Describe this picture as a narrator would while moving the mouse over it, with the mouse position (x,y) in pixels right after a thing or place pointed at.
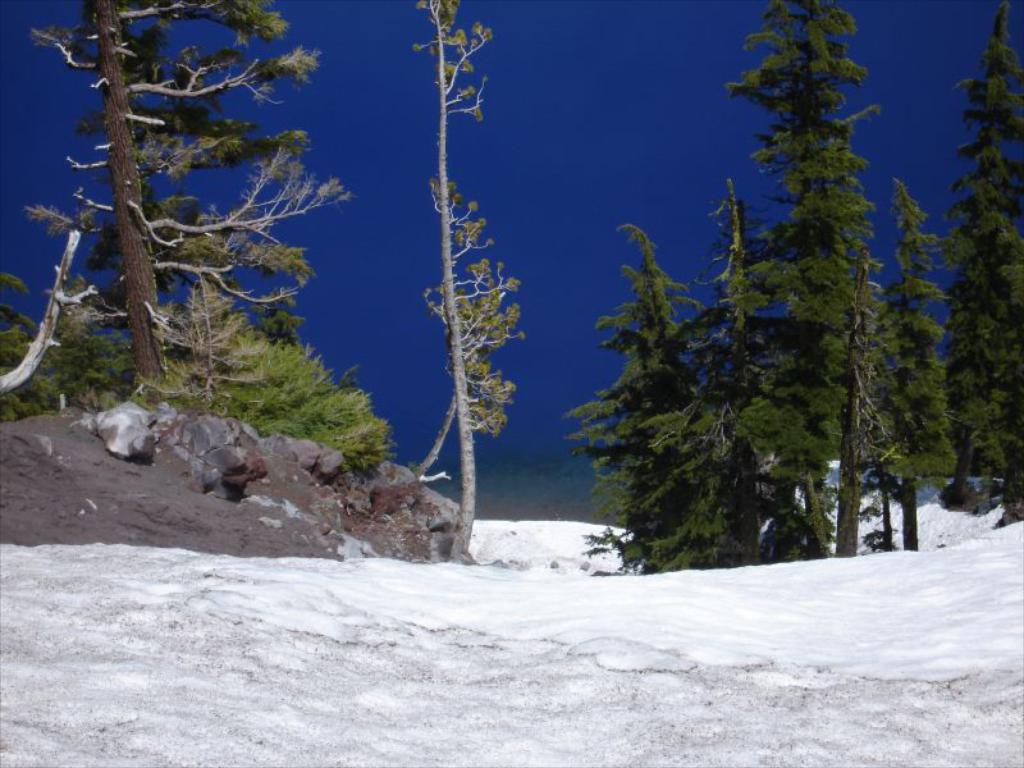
In this image I can see snow (333,731) and there are trees (68,367) at the back (809,452). There is a lake (541,235) at the top (641,170).
